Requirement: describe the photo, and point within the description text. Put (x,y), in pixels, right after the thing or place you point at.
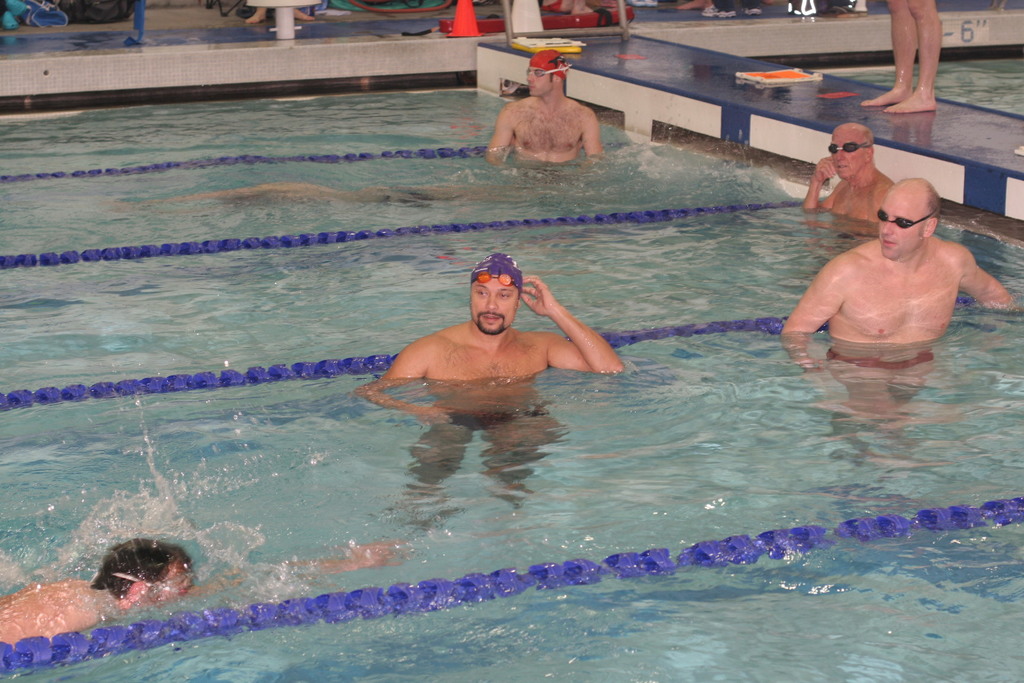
In this image we can see a group of persons (817,278) in the pool (527,317). On the right side (907,32) we can see person (900,70) standing in the background (922,43).
